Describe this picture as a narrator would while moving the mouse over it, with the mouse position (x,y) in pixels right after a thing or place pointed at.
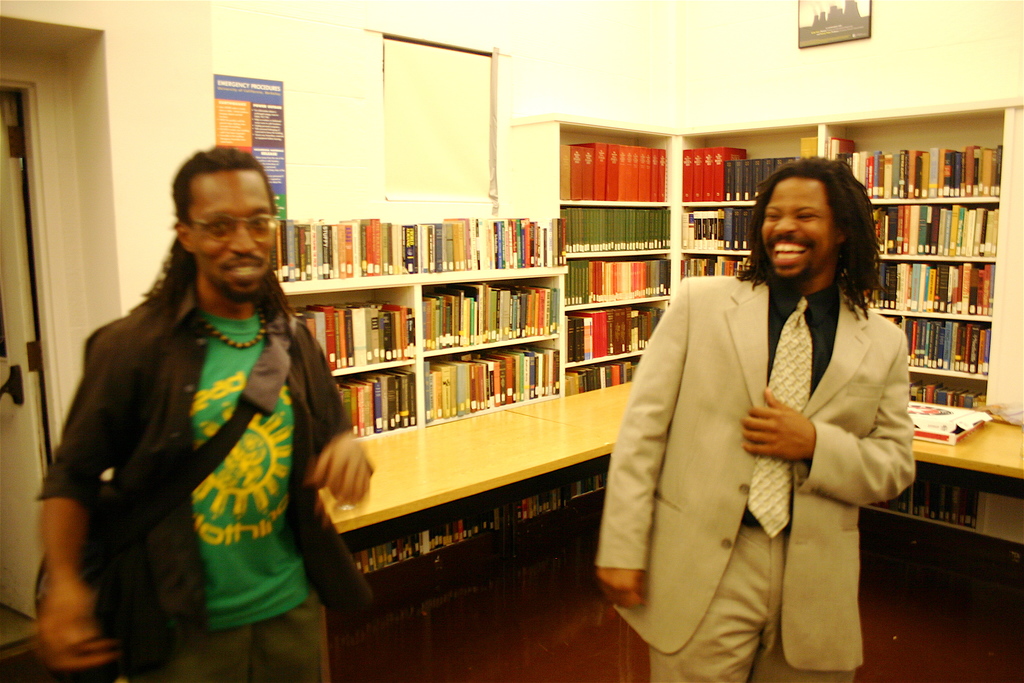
In this picture we can see two people (330,563), they are smiling and in the background (420,558) we can see a wooden platform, shelves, books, wall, photo frame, poster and some objects (22,333).
